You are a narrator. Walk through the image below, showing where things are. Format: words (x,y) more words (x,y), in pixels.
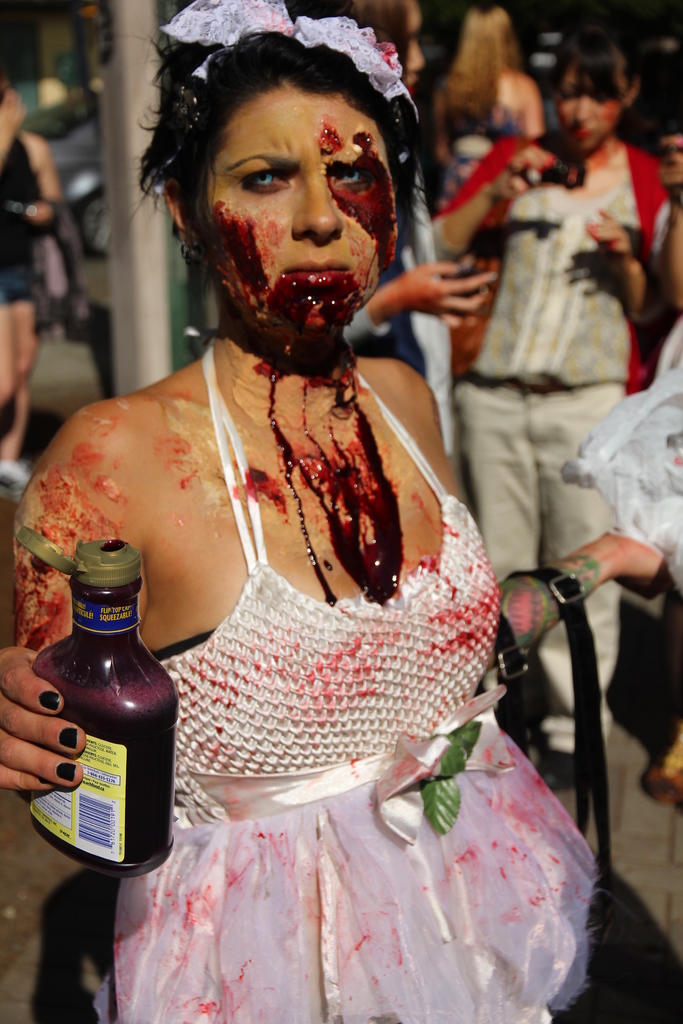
This image is clicked outside. In this image there is a woman (351,673) who is holding some bottle (150,723) in the left side (155,716) and she wore white dress (527,924). She also wore hair band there is another woman (496,205) on the right side (599,87) who is clicking pictures. This woman (357,490) who is standing in the middle (319,558), she has blood (364,494) all over her body (378,584).
